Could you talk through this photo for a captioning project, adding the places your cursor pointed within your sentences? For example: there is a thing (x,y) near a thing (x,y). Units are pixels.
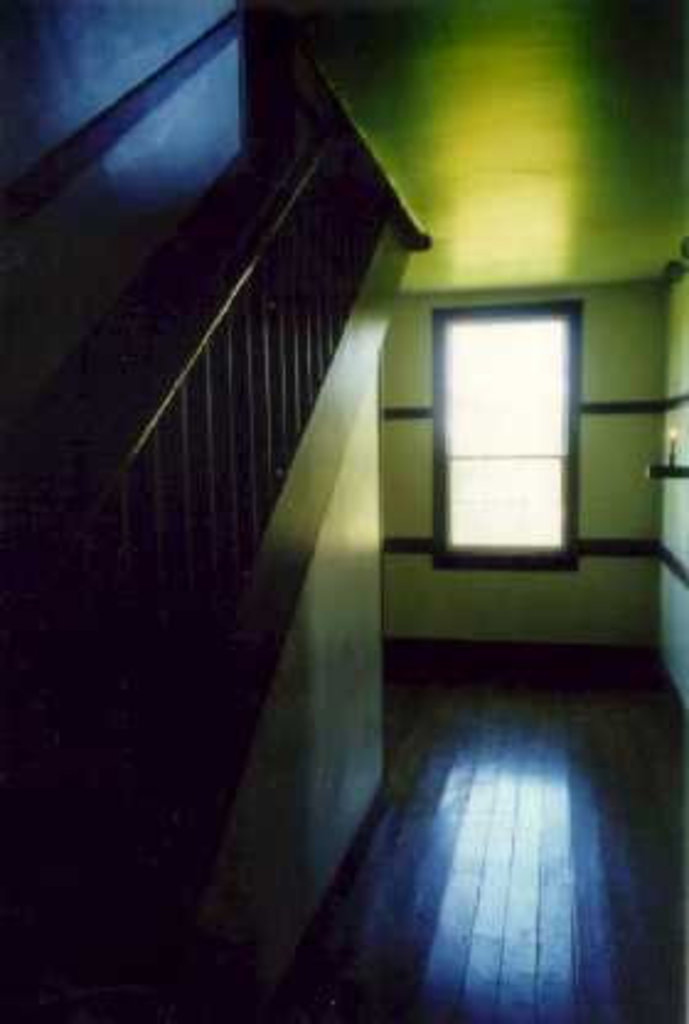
In this image on the left side (229,411) there is a wall (347,672) and there is a staircase (188,362). In the background (500,423) there is a window (504,438).
